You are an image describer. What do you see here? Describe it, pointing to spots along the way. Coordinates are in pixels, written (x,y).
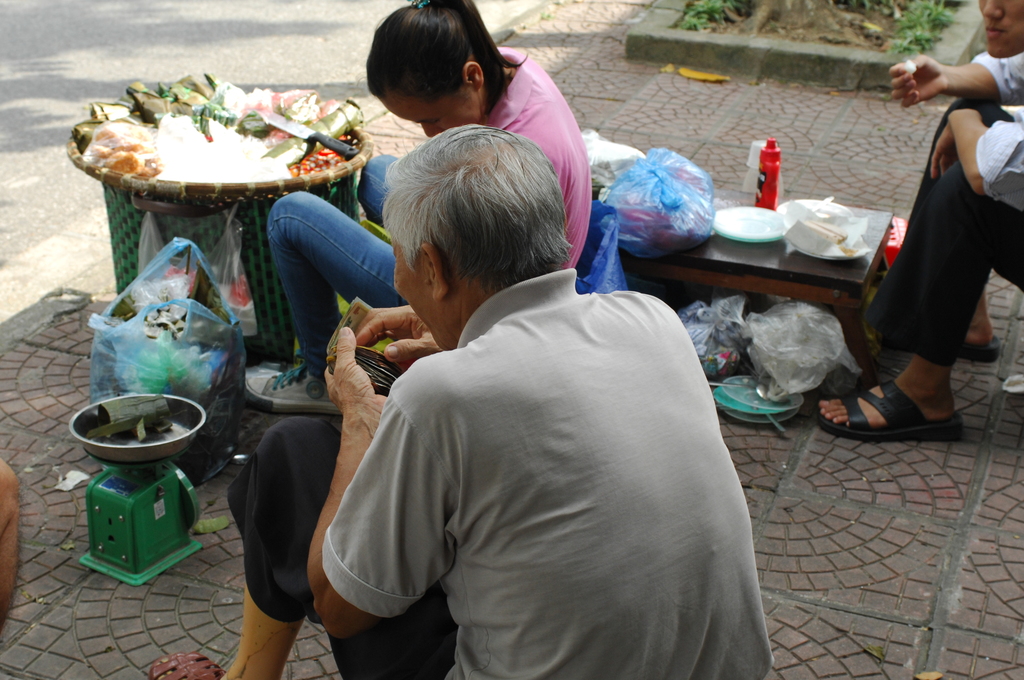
Here we can see three persons (932,393), basket (207,219), bowl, knife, plastic covers (143,359), food items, bottles (764,205), plates (749,214), spoons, and a table (755,254). There is a road (330,33).
